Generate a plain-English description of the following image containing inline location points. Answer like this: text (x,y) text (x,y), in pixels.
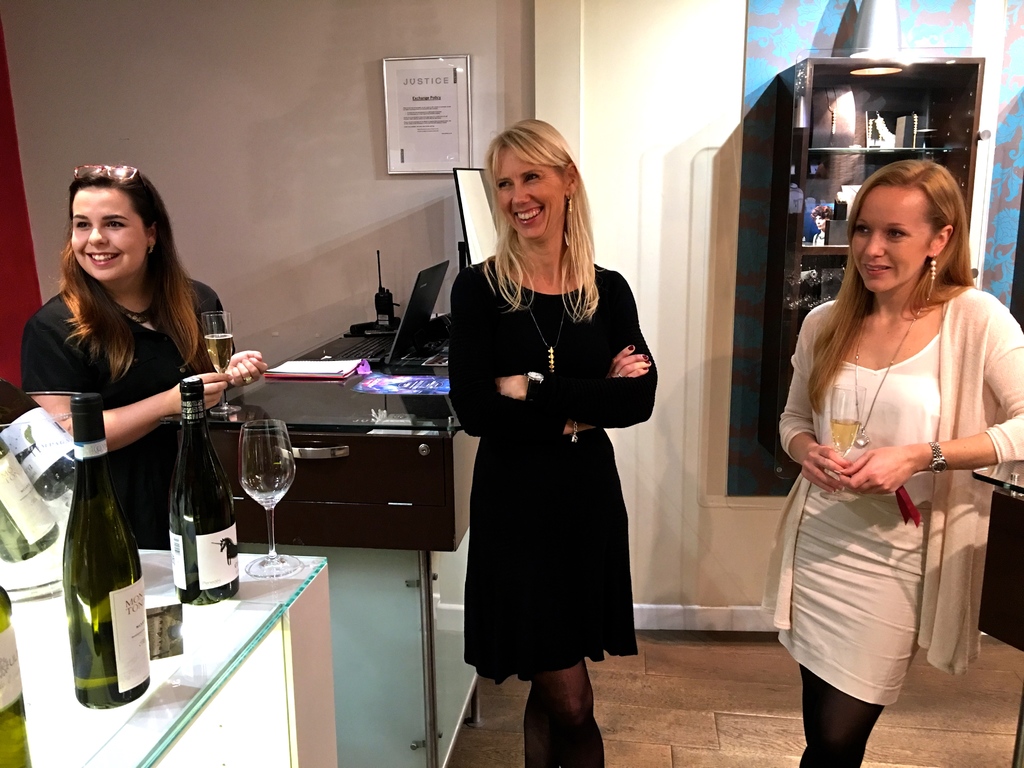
As we can see in the image there is a wall (328,84), photo frame (431,104), shelves (802,143), tables (357,421) and on tables (359,398) there are bottles (6,610), laptops (363,340), books (305,363) and papers (419,381) and there are three women (531,321) standing. The women (101,370) on the left (97,295) and in the middle (568,268) are wearing black color dress (88,383) and the women (883,419) on the right side (883,419) is wearing white color dress (862,452).
